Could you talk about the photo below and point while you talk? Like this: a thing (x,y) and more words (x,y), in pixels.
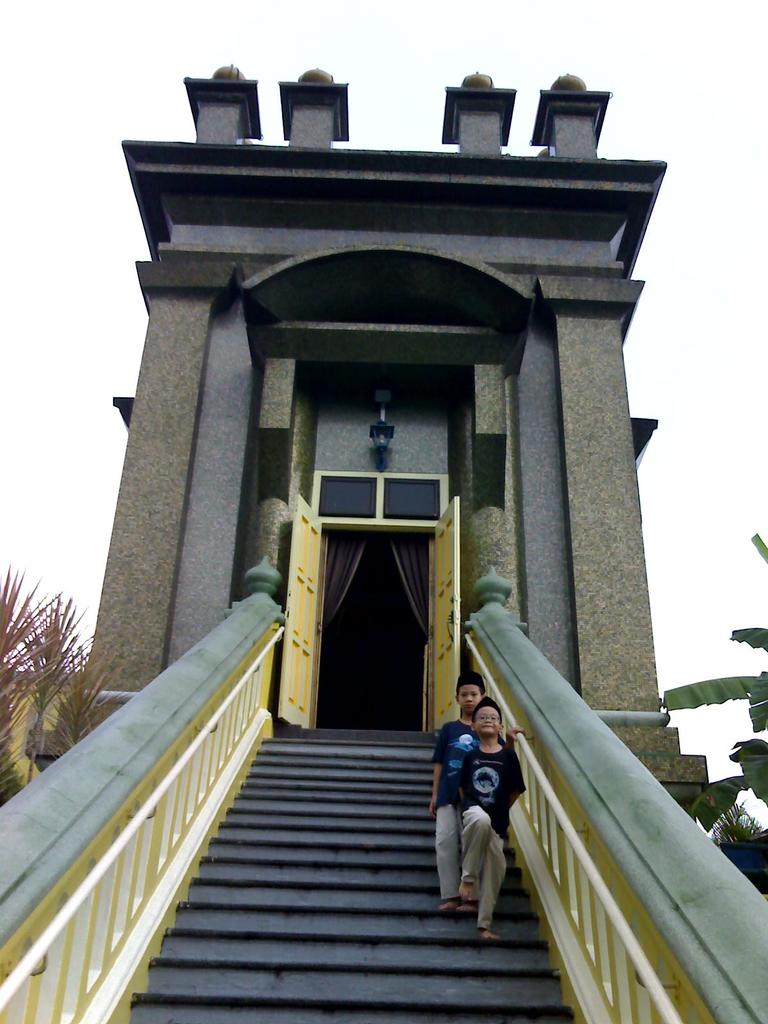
In this image we can see a building (341,628) and there is a door (360,664). At the bottom (302,835) there are stairs (376,889) and we can see kids (462,842). In the background (719,824) there are trees (7,611) and sky (683,356).
